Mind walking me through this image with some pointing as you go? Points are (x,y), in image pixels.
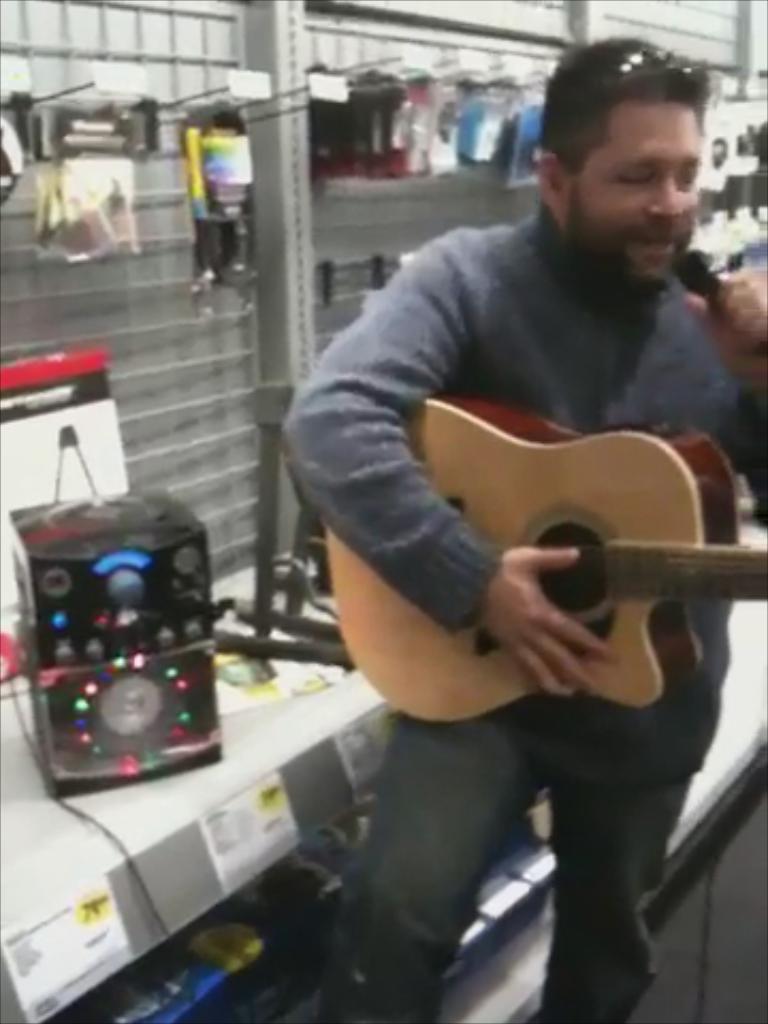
This is the picture taken in a room (685,902), the man (524,548) is standing and holding a guitar (526,497) and singing a song and the man (651,269) is also holding a microphone (684,282). Behind the man (529,360) there is a shelf (268,699) with different items (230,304).
